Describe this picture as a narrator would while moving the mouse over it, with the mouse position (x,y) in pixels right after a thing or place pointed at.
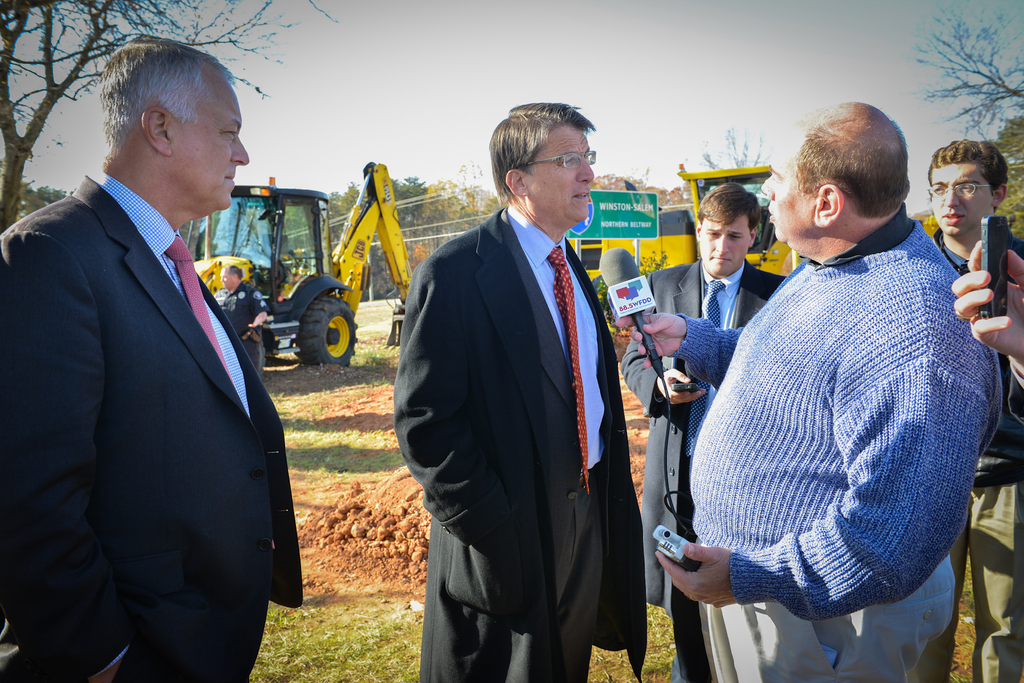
In this image I can see there are four persons (35,290) wearing a black color jacket (216,393) and I can see a person (844,251) standing in front of them holding a mike (662,368) and on the right side (977,329) I can see a person hand (960,306) which is holding a mobile (990,228) and at the top (777,40) I can see the sky (740,112) and in the middle (379,229) I can see yellow color trucks (675,228) and on the left side (13,44) I can see a tree (14,187).
